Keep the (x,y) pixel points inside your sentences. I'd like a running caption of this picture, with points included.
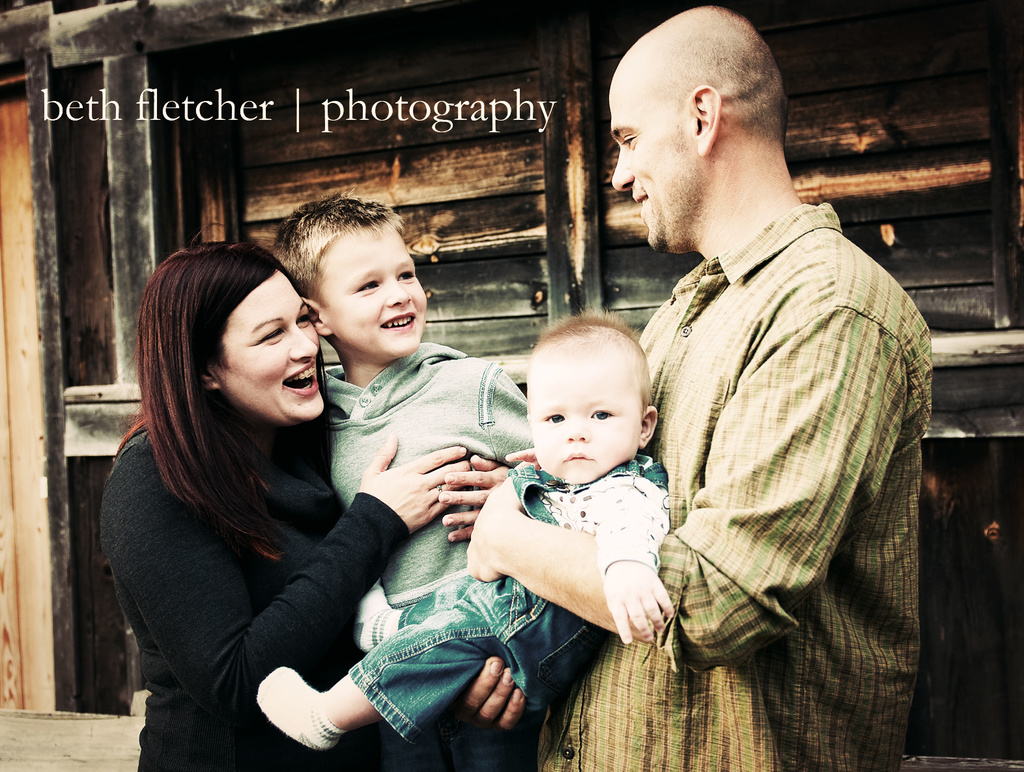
In this picture we can see a man (650,166), woman (326,642) and two children's (308,230) and they are smiling and in the background (49,412) we can see wooden wall (279,32).
